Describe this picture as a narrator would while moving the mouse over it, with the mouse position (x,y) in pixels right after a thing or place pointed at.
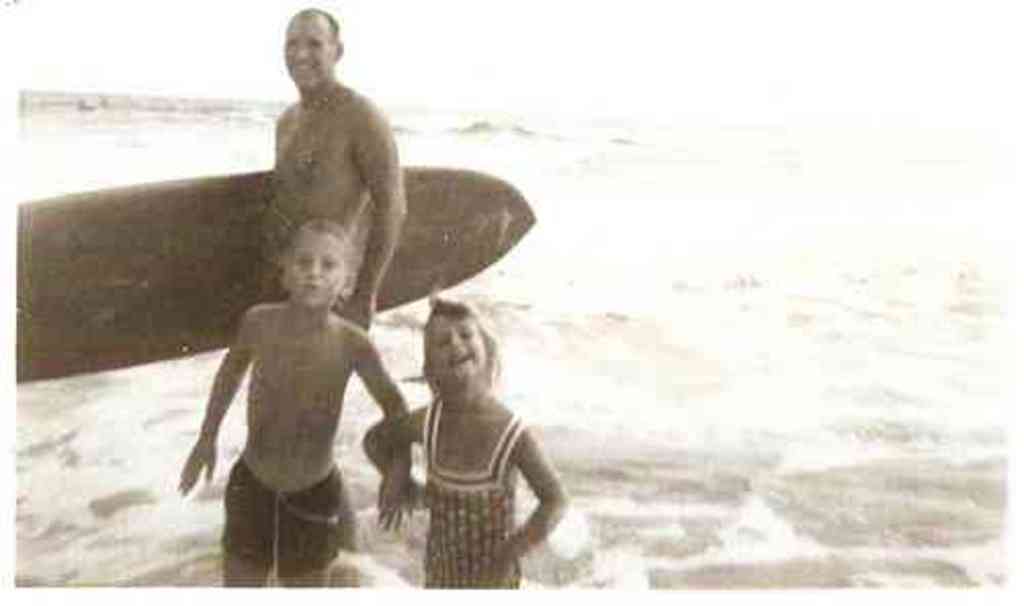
Here this 3 people (394,433) are standing in water (351,446) and this man (335,119) is holding surfboard (411,230).
